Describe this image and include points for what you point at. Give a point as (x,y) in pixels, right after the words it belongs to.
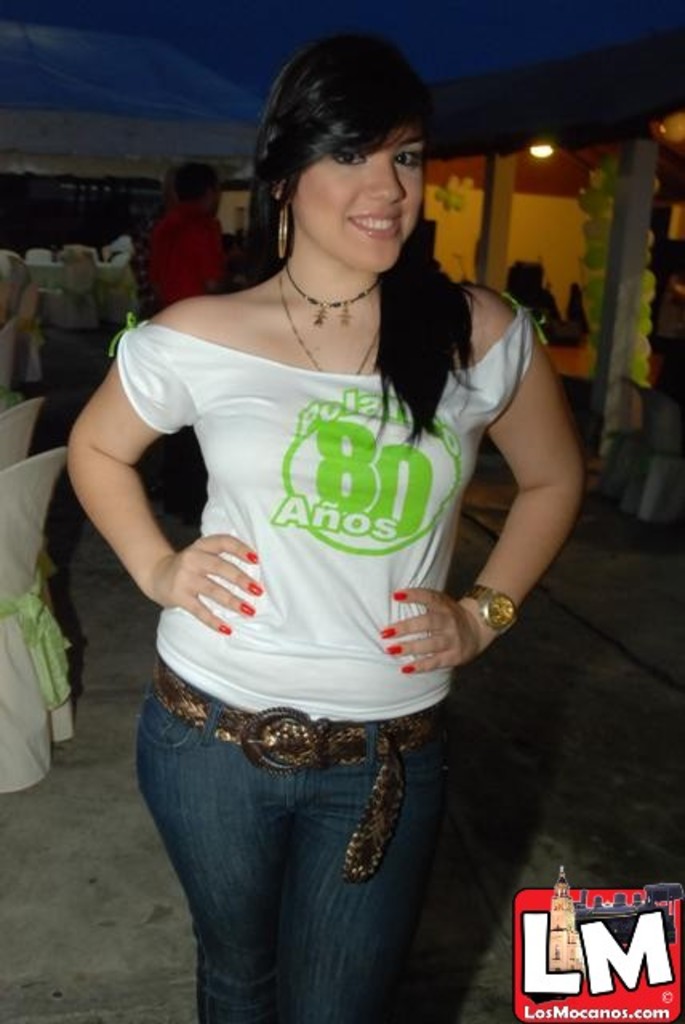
In this picture we can see the girl (382,535) wearing white t-shirt (268,605) and jeans (306,839), standing in the front (373,645) giving a pose to the camera. Behind we can see the white table (75,316) and chairs (78,273). In the background (461,169) there is a shade (532,140) and light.
